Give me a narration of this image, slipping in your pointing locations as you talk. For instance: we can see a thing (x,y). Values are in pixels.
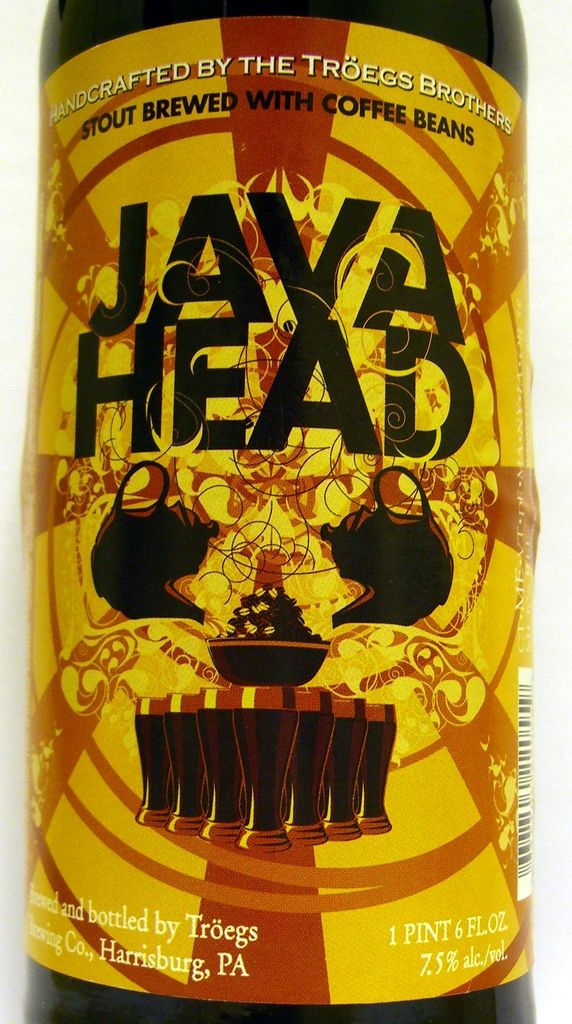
In this image, I can see a label (283,412) with letters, pictures (338,575) and barcode (519,690), which is attached to an object (301,0).
